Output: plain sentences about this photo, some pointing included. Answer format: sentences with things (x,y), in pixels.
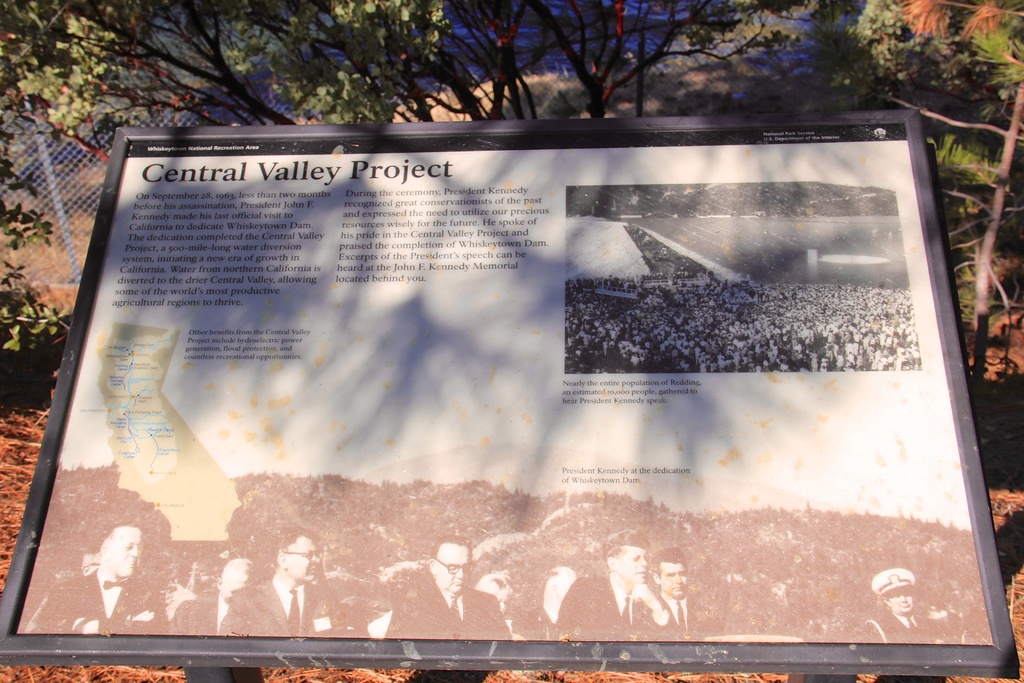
There is a board (651,259), there are trees (4,177) and fencing (68,188).
